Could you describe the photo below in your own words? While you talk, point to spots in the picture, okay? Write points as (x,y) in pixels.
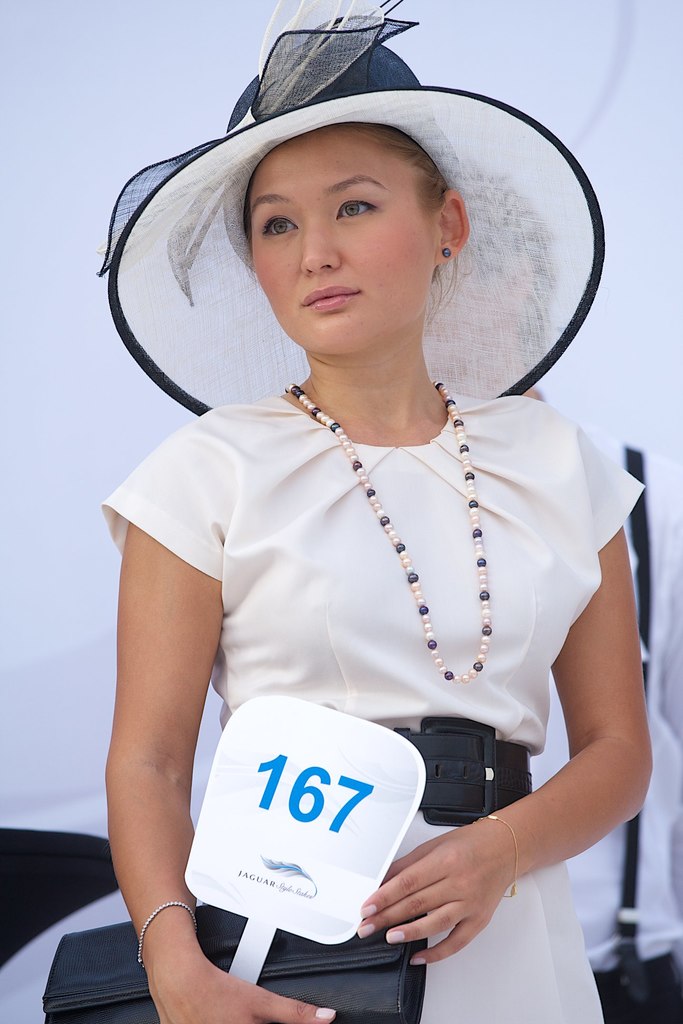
This image consists of a woman (395,704). She is wearing a white dress (426,537), cap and chain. She is holding a wallet (129,996) and a card (233,899).
